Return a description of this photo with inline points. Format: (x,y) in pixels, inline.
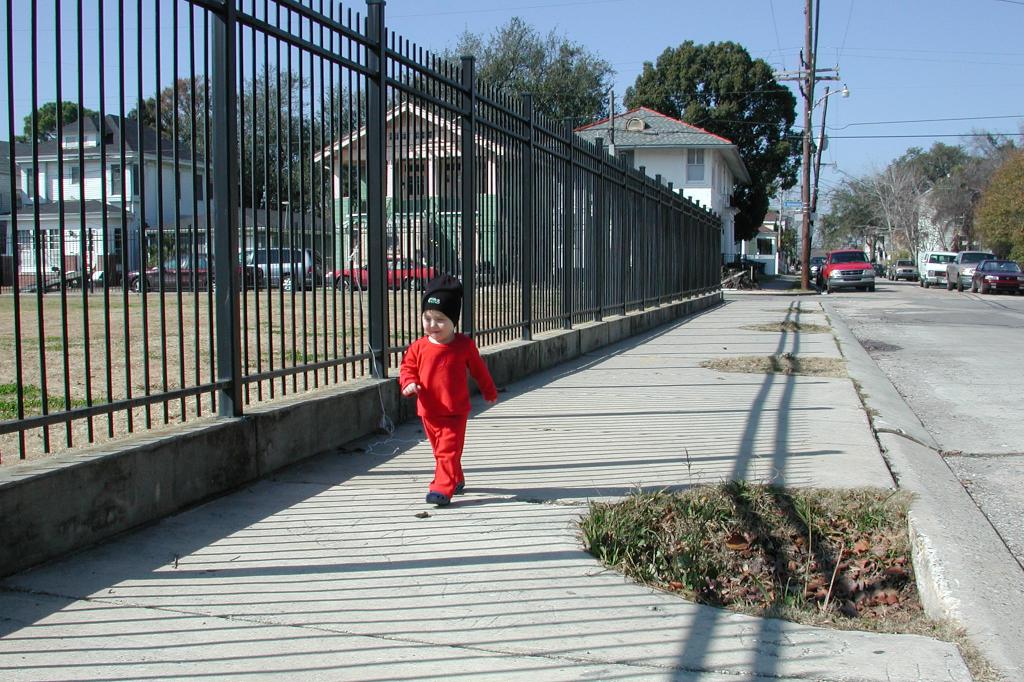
There is a child (451,485) in the foreground area of the image (439,418), there are houses (407,149), boundary (555,217), trees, vehicles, wires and the sky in the background (629,238).
